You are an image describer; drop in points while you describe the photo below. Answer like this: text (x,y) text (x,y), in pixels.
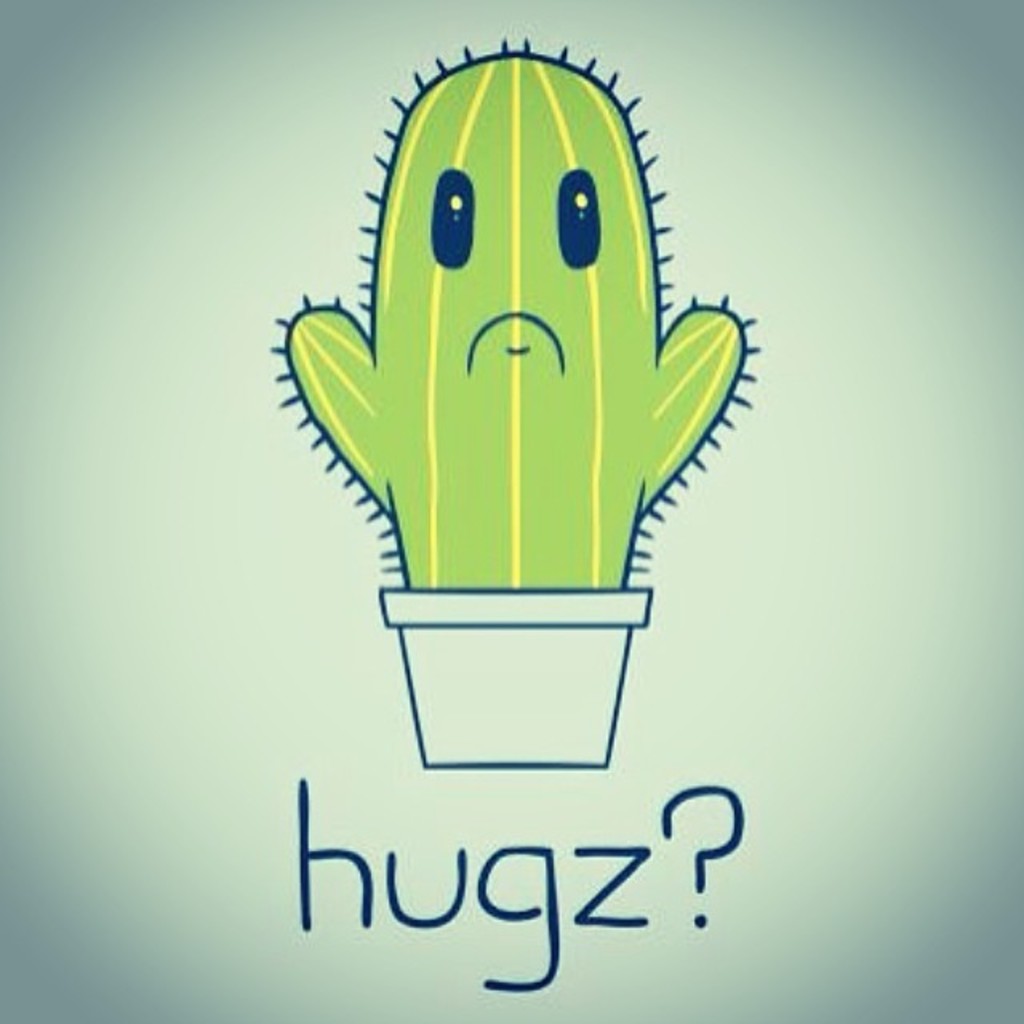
In this image we can see the cartoon (557,480) of a plant (526,379).
